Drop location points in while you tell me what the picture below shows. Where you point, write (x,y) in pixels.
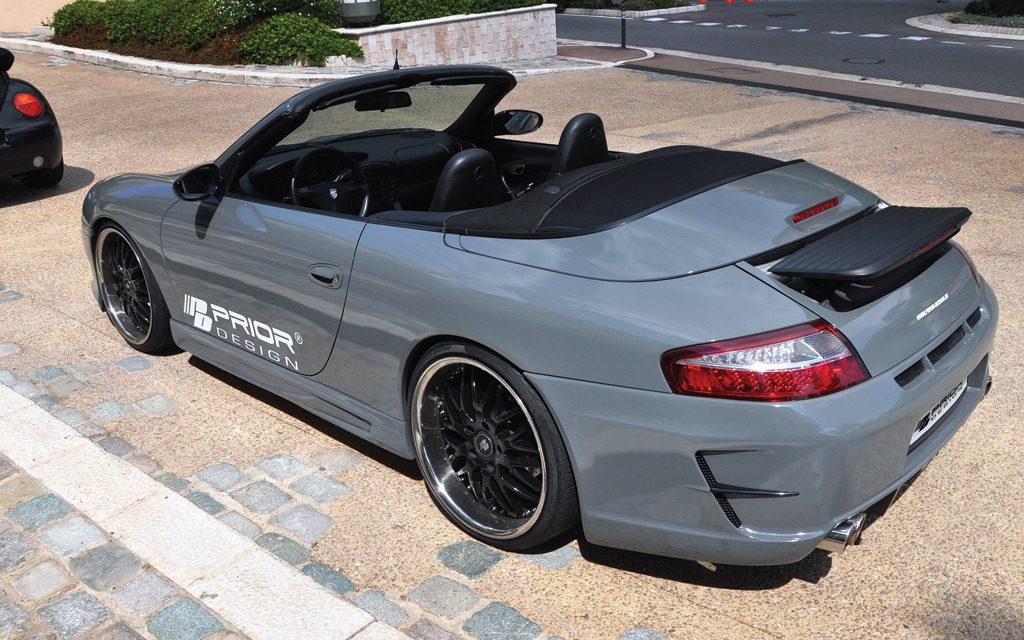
In this picture we can see a car (776,205), on the right side of image (920,53) we can see road (906,46), in the background (281,29) there are some plants (260,26) and bushes (262,27), the car (247,275) is of grey color.
